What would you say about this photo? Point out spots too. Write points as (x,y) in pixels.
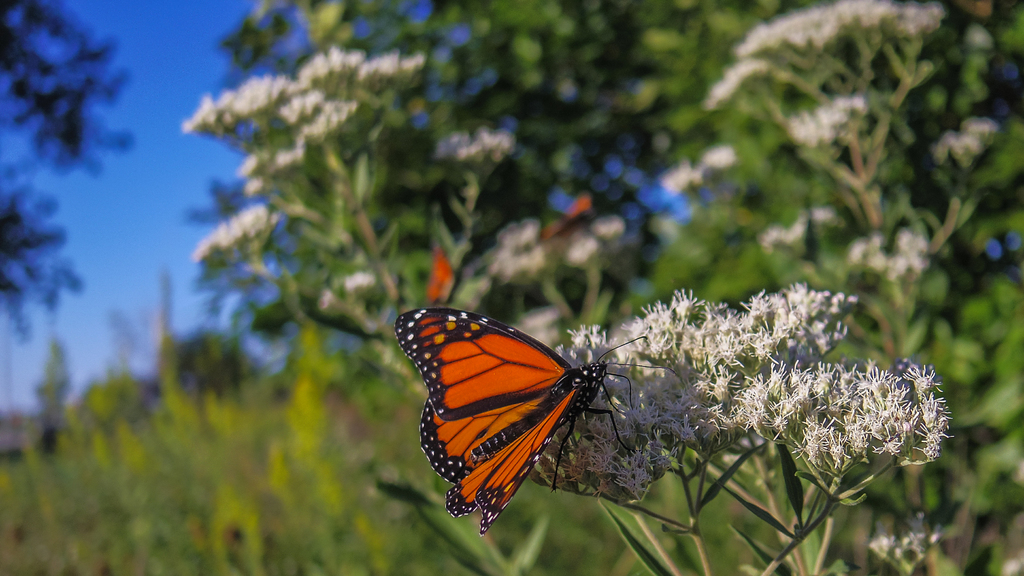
In this image in front (488,444) there is a butterfly (469,442) on flowers (796,421). In the background of the image (80,229) there are trees (685,32) and sky (140,209).
